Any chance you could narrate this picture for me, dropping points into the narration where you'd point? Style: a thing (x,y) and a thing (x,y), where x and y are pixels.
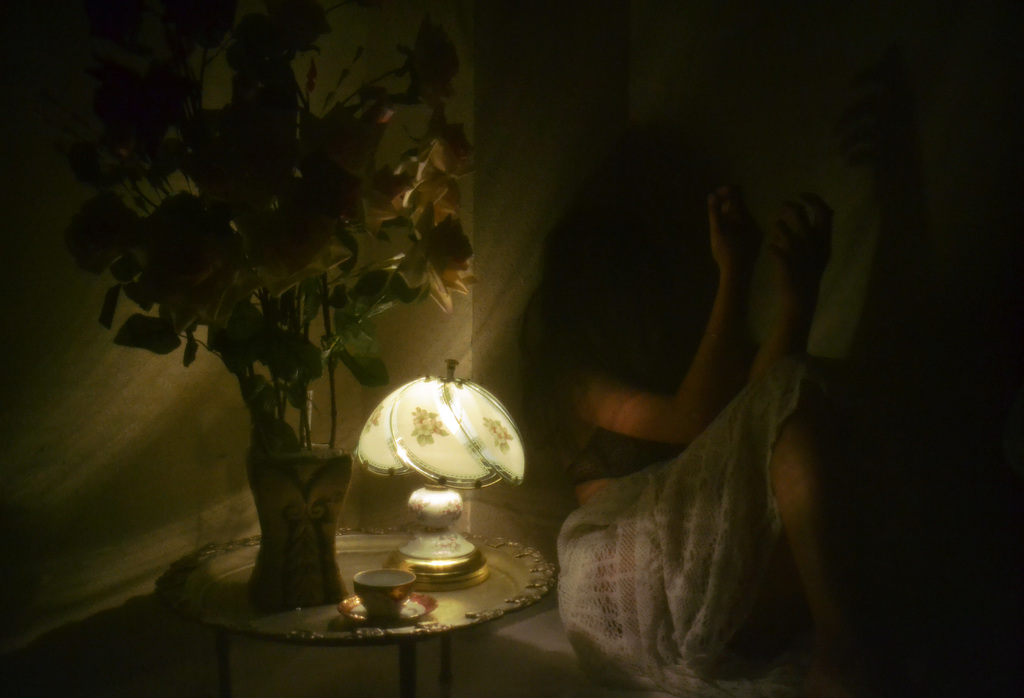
In this image, I can see a person (651,401) sitting. On the left side of the image (312,506), I can see a flower vase (325,529) with flowers (305,427), lamp (450,478), cup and saucer (361,617) on the table (349,630). In the background (14,473), there is the wall (30,411).
